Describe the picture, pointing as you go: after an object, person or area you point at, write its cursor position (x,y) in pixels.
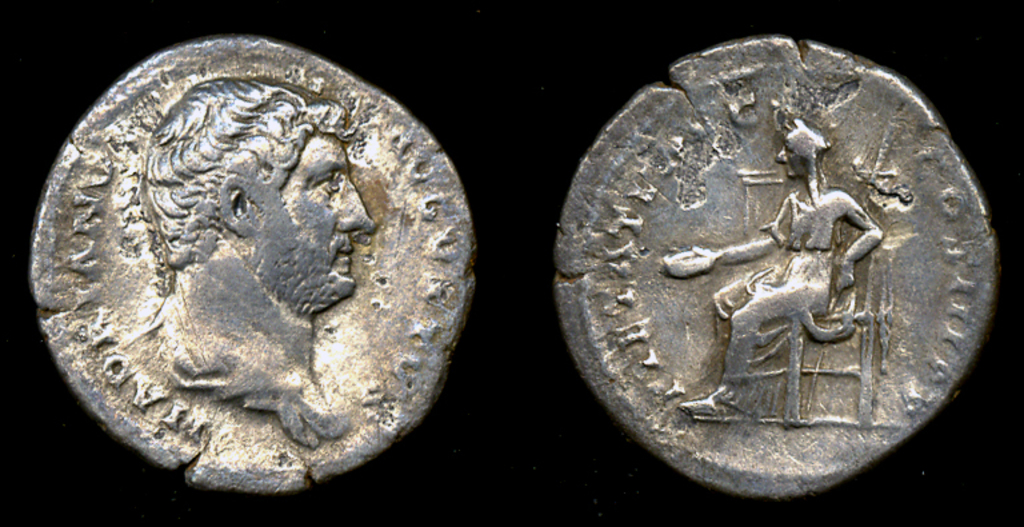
In this picture I can see two coins (441,246) with sculptures (758,290) on it, and there is dark background (533,212).
